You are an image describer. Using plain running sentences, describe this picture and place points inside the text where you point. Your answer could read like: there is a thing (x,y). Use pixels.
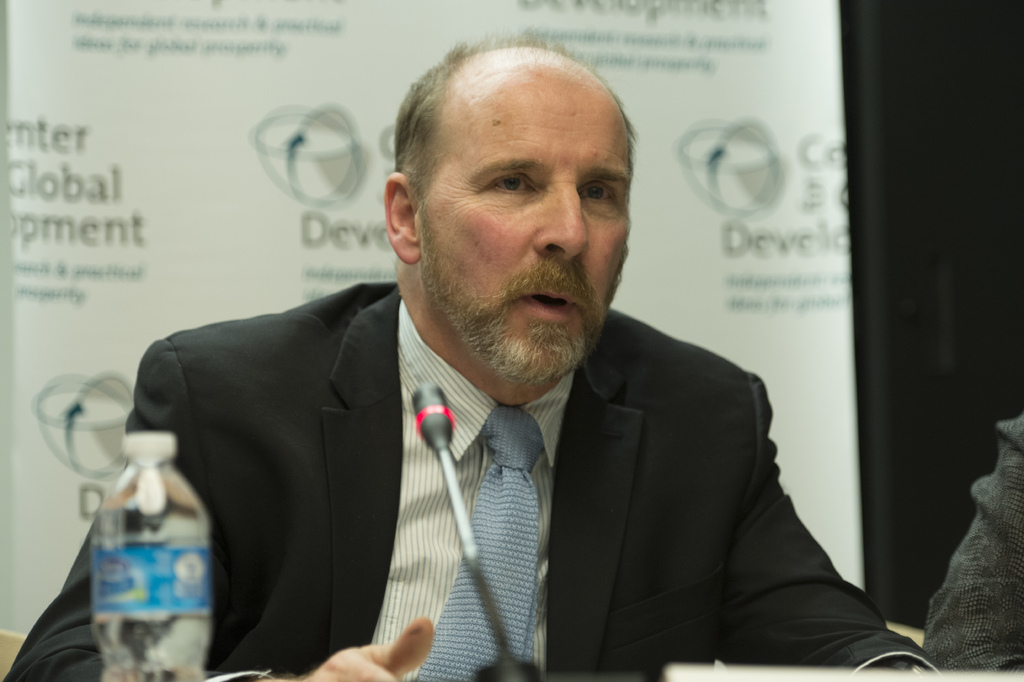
This picture shows a man (463,648) seated and speaking with the help of a microphone (442,416) and we see a bottle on the table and we see a hoarding (365,111) back of them.
